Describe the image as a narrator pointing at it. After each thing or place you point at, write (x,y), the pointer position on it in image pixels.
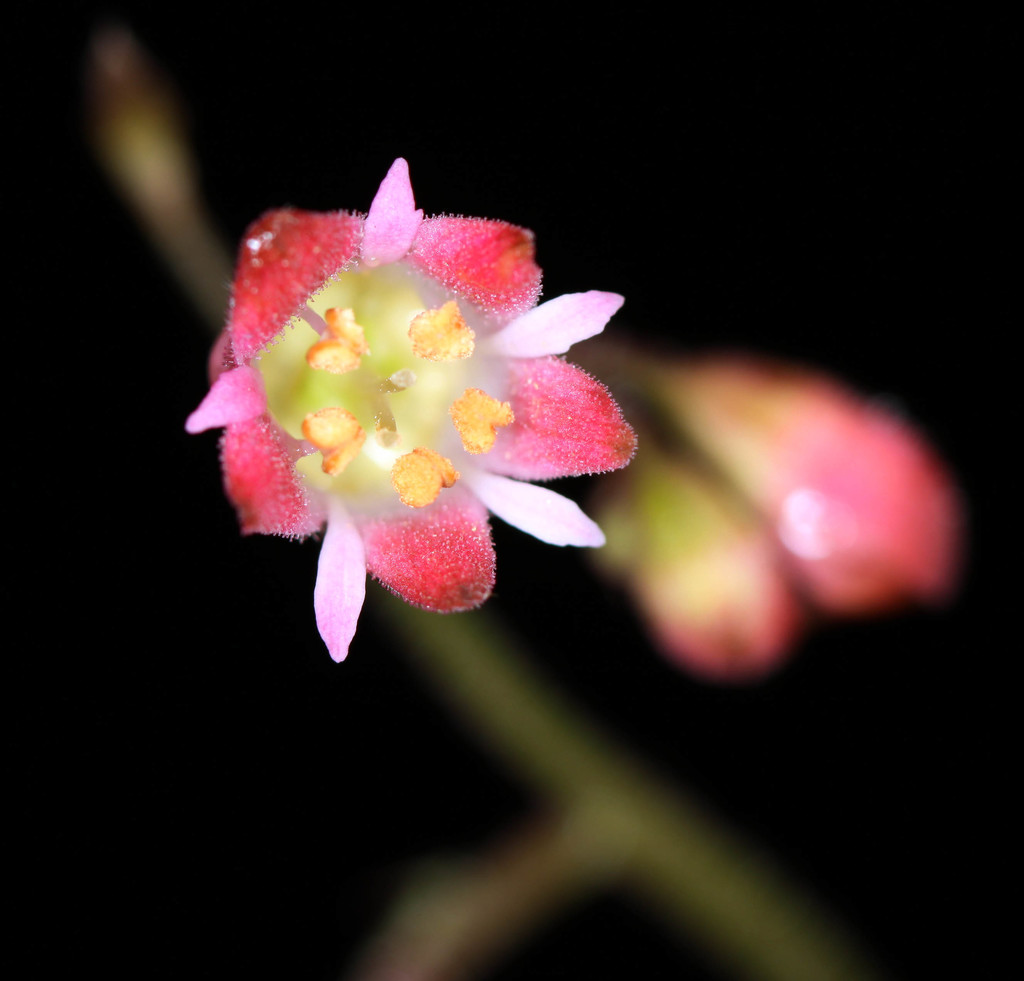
In the front of the image (448,262) there is a flower (482,383). In the background of the image (634,331) it is blurry and dark. There is a stem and another flower (732,572).
